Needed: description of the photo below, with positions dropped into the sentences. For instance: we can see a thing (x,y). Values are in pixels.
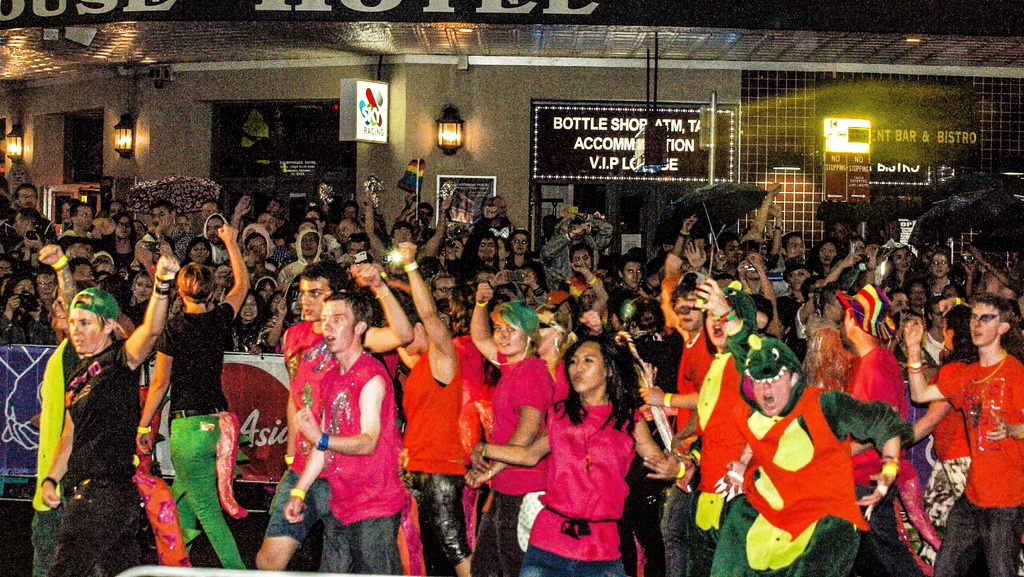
In this image there are many people (648,484). They are dancing and enjoying. Behind them there is a banner (229,403) on the road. Behind them there is the wall (561,71) of the building (739,53). There are boards (388,95), wall lamps (463,120) and a grill (767,105) on the building (528,152). There is text (673,145) on the boards (677,132).
